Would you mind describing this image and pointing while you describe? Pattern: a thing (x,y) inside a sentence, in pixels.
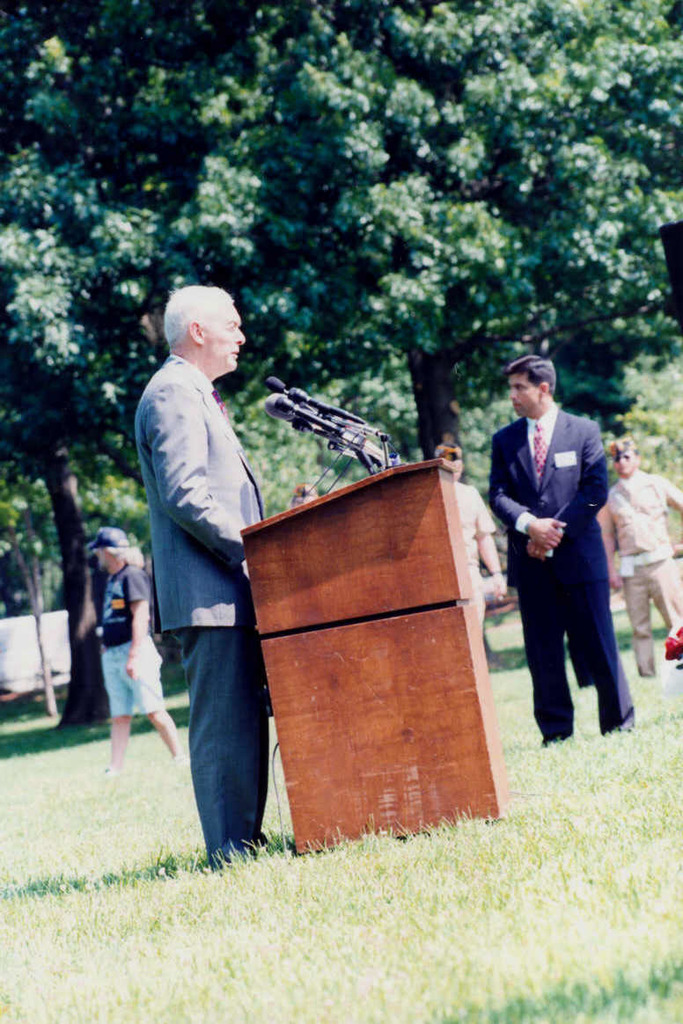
In the center of the image (237,468) there is a person (253,815) standing. There is a podium (370,568). At the bottom of the image (419,913) there is grass (353,913). In the background of the image (58,194) there are trees (549,246).
